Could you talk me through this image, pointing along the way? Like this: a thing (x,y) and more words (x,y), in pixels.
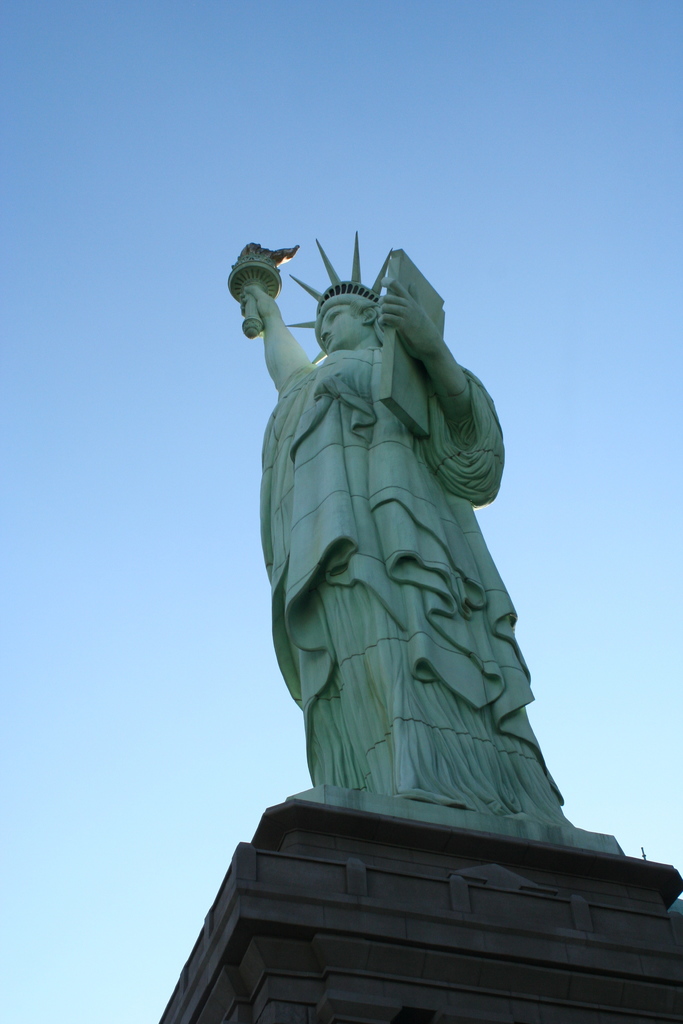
There is statue of liberty (458,513) and the sky (346,174) is blue in color.
